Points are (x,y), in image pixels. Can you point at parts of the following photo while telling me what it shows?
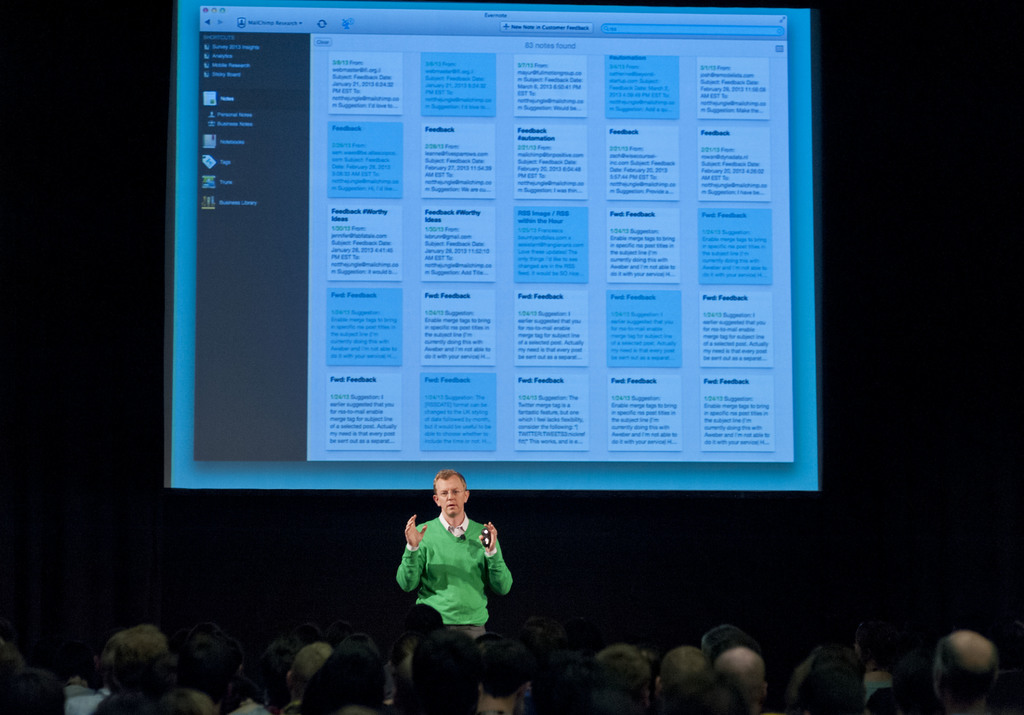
In this image we can see a person (439,529) standing on dais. At the bottom of the image (140,640) we can see persons (632,689). In the background (390,206) there is screen (276,189).
